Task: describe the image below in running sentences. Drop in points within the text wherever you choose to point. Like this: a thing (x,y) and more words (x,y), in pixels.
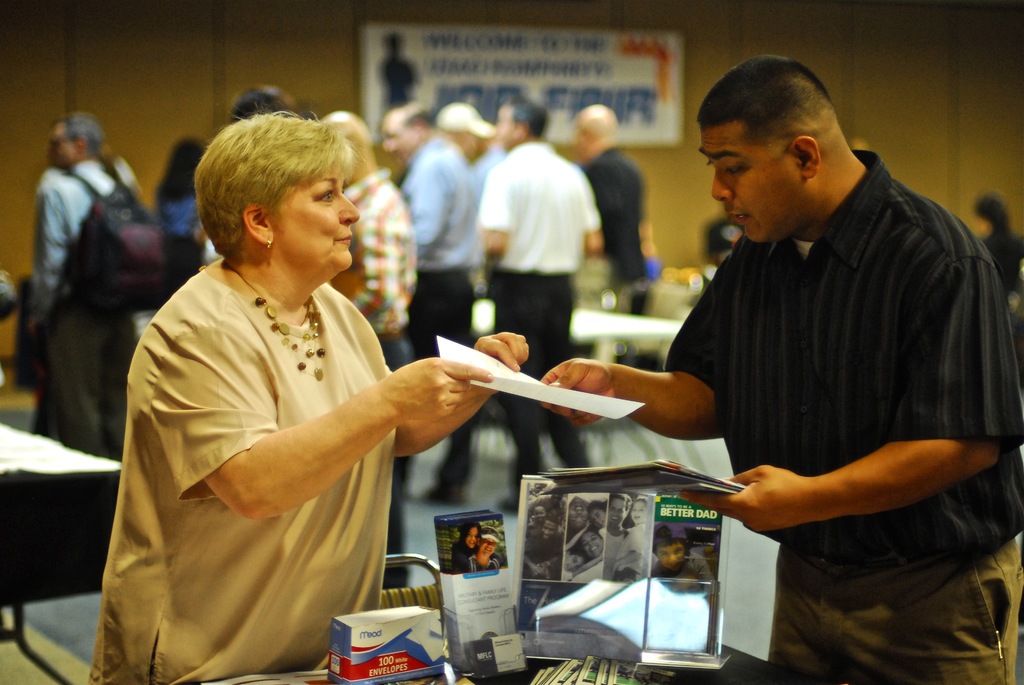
In this picture we can see some people (611,192) are standing, a woman (320,208) in the front (336,209) is holding a paper (443,341), a man (951,396) on the right side (706,481) is holding books (717,487), there are boxes (435,619) and photos (654,563) present at the bottom (558,554), in the background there is a wall (698,97) and a board (650,78), we can see some text (543,48) on the board (546,41).
